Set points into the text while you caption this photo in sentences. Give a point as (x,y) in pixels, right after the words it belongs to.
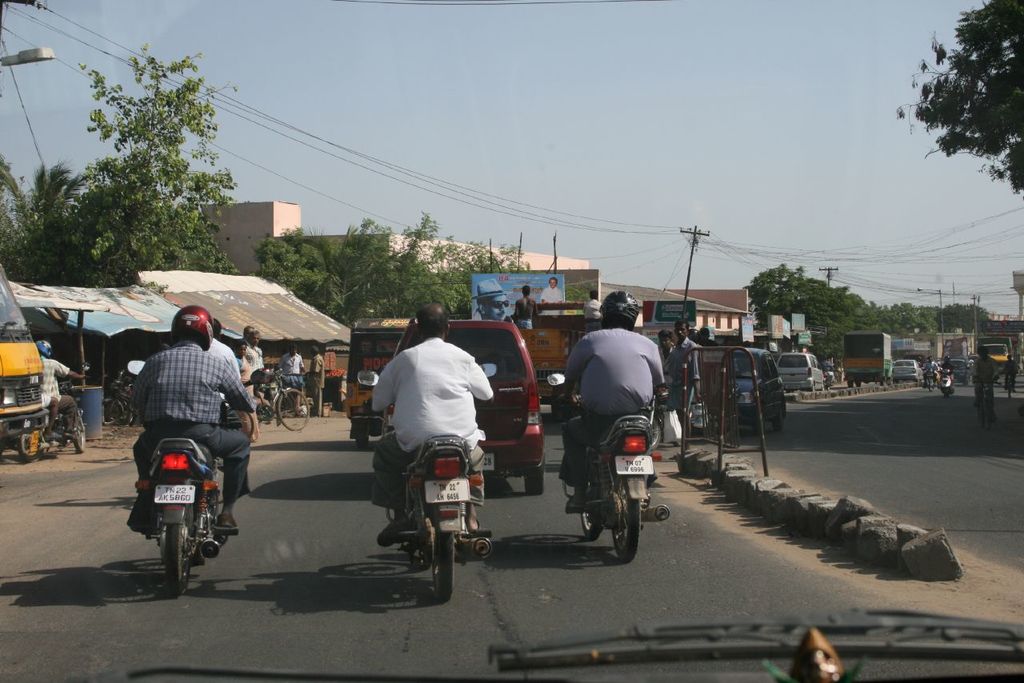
In the middle of the image (590,343) few persons (520,306) are going on a vehicle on the road (804,419) and there are some buildings (257,320) and trees (4,234). Top of the image (733,28) there is a sky (649,42).
